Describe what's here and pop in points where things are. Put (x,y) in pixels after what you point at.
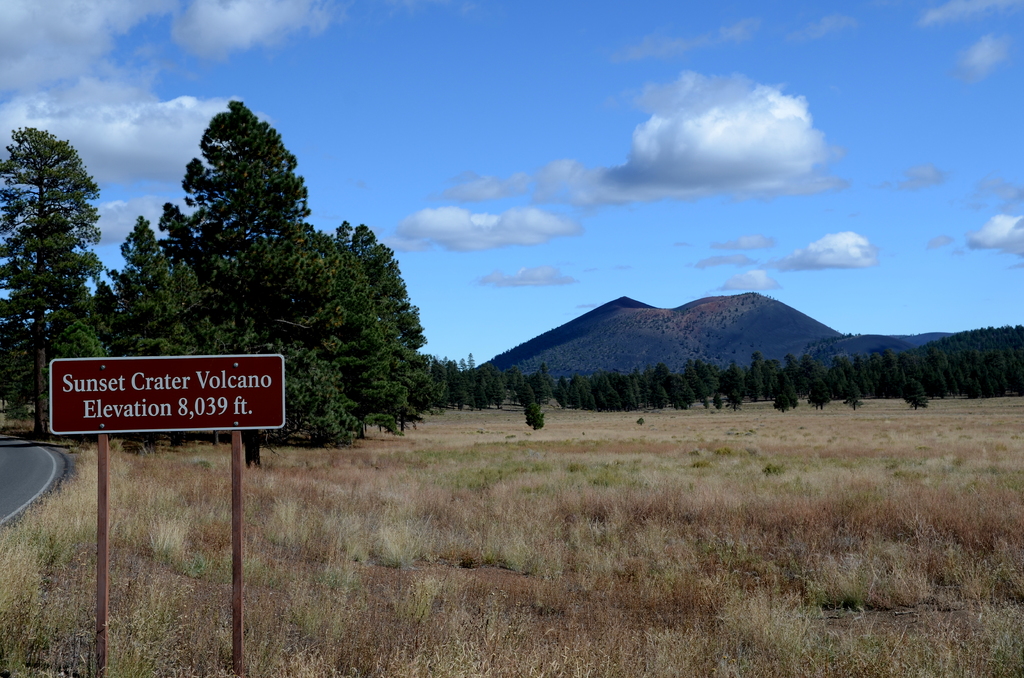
In this image at the bottom (579,527) there are some plants (491,531) and sand (312,500), and on the left side (186,405) there is a board (171,406). And in the background (144,300) there are trees (415,325), mountains (585,344) and at the top (358,149) there is sky (163,149). And on the left side of the image (37,468) there is road (41,454).
